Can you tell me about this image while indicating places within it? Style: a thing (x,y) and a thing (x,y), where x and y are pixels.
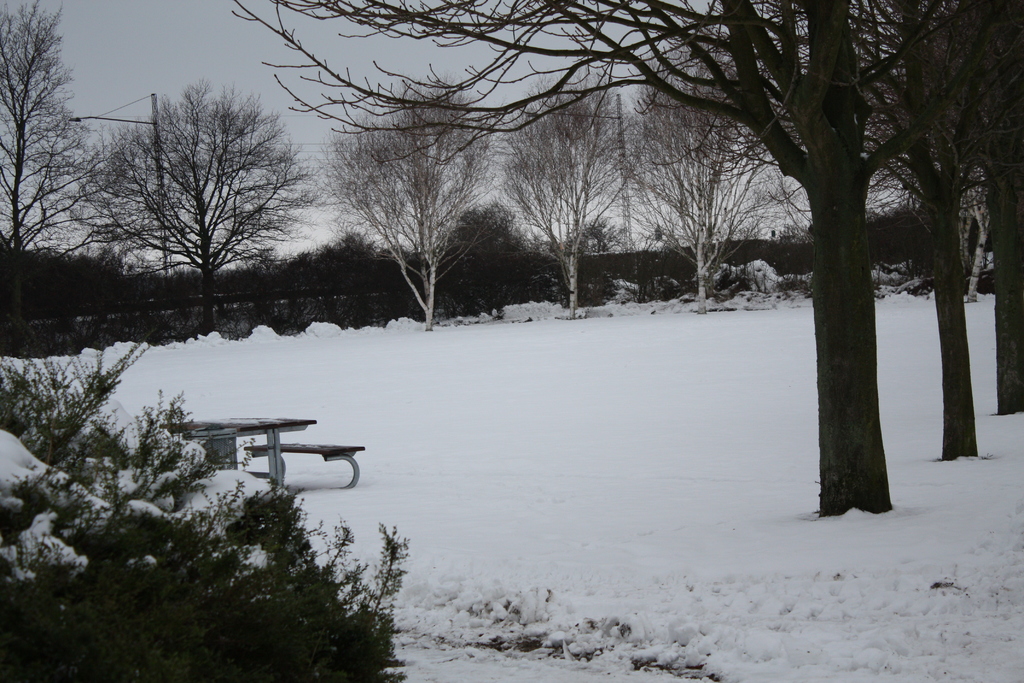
In this image there are trees (843,299). On the left (325,460) there is a bench (220,437) and we can see snow (598,492). In the background (225,15) there is sky (268,36). There are poles (617,105).
